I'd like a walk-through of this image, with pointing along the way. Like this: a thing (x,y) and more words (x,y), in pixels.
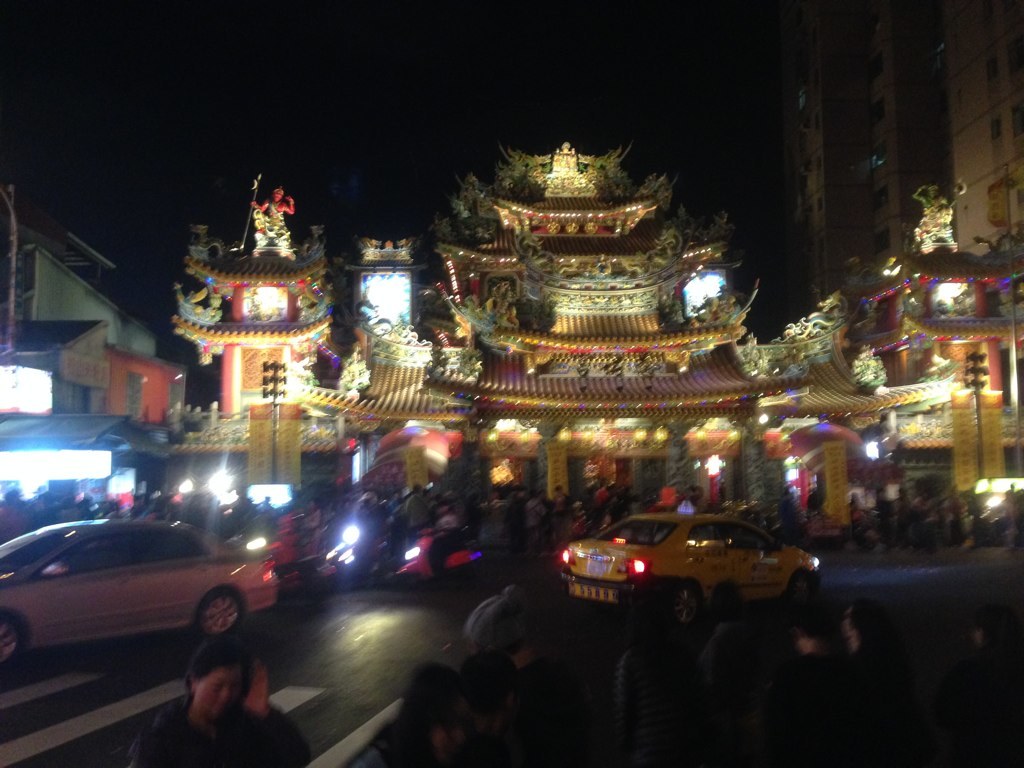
In this image we can see a few people (304,509), there are vehicles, buildings (445,325), lights (719,465), also the background (475,102) is dark.
